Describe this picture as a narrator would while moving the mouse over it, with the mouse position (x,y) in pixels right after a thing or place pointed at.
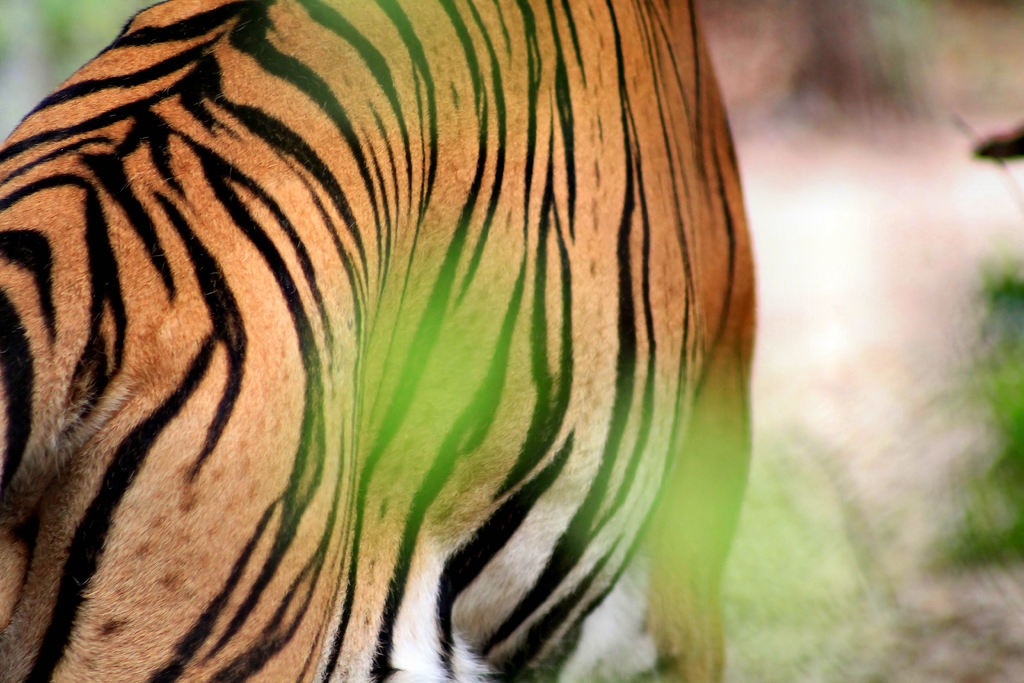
This is a zoomed in picture. On the left (257,193) we can see a tiger (383,216) seems to be standing on the ground (953,236). The background of the image (944,96) is blurry. On the right corner (1022,301) we can see some portion of green grass (998,332).
